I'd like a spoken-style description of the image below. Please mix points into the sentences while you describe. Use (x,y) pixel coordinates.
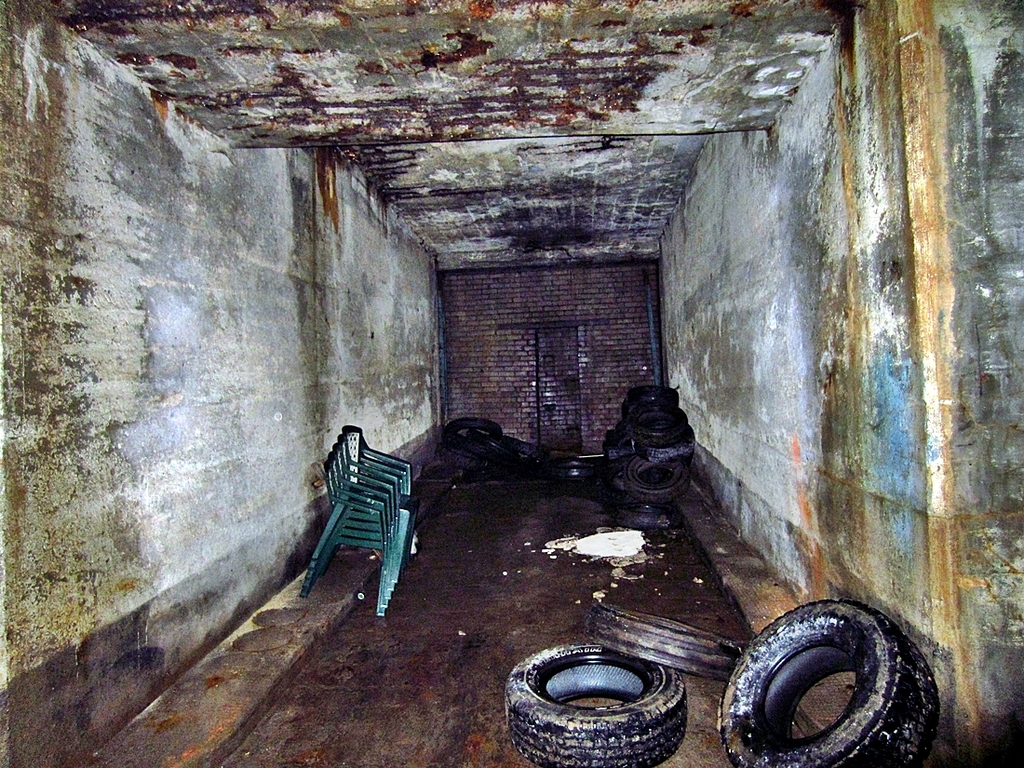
In this picture we can see a few tires (592,719) and chairs (413,526). There is some green algae (63,365) on the walls (76,352). We can see a brick wall (567,303) in the background (520,303).
